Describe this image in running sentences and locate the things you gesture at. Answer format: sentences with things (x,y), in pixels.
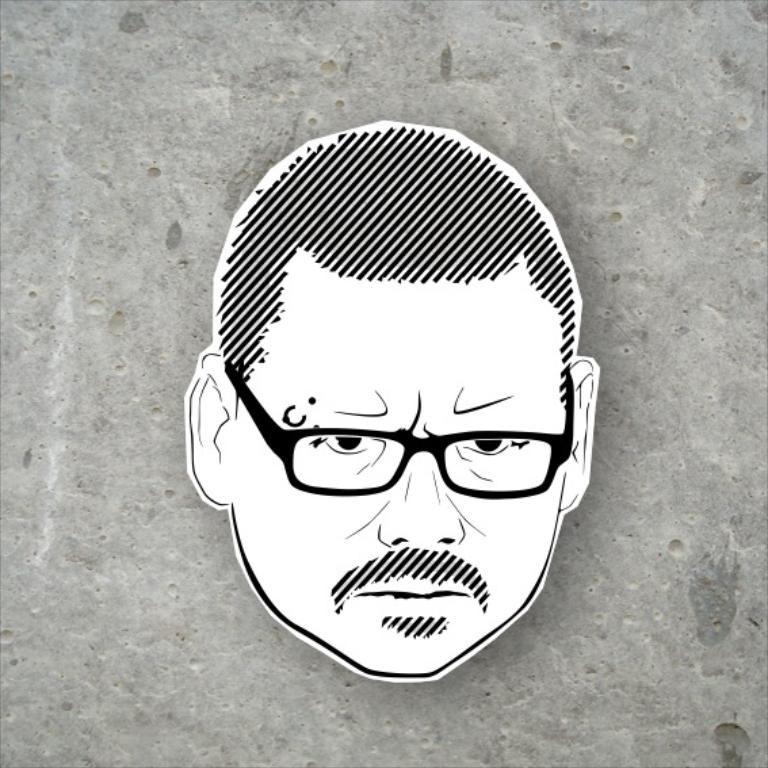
In the given picture, I can see a person face (545,352) wearing specs (462,436) which is drawn and behind this i can see a wall (165,218).
